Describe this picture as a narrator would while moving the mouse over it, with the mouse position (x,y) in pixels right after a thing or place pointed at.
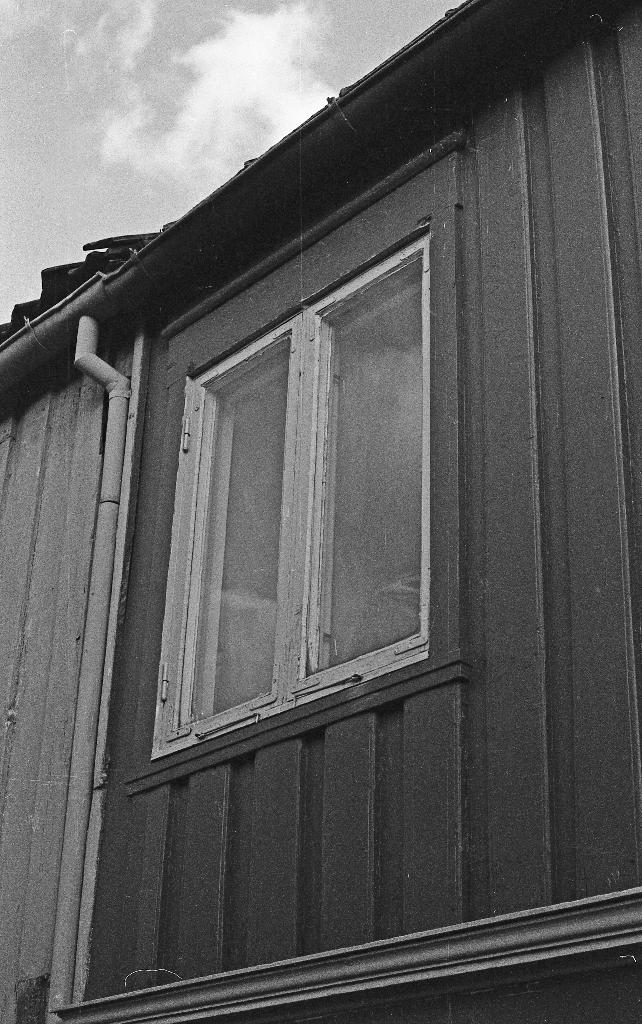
In this image I can see the building (400,868), a window (355,671) of the building (270,451) and a pipe (79,830). In the background (294,38) I can see the sky (126,129).
